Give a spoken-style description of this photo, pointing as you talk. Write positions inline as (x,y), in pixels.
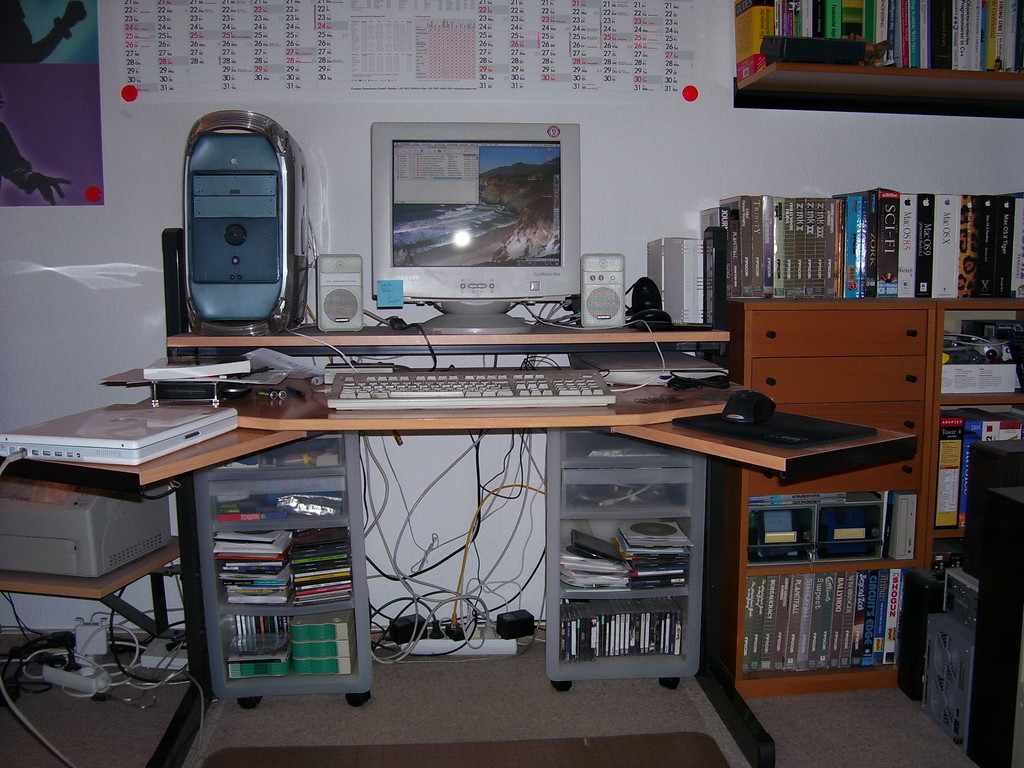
This is a wooden table (614,413) which is in the center (624,403). A computer (429,324), keyboard (441,373) and a central processing unit (302,265) are kept on this wooden table (639,410). Here we can see books (1016,1) which are arranged in a sequence and they are on the right side (1004,197). Here we can see a laptop (1,448) which is on the left side (158,438).
